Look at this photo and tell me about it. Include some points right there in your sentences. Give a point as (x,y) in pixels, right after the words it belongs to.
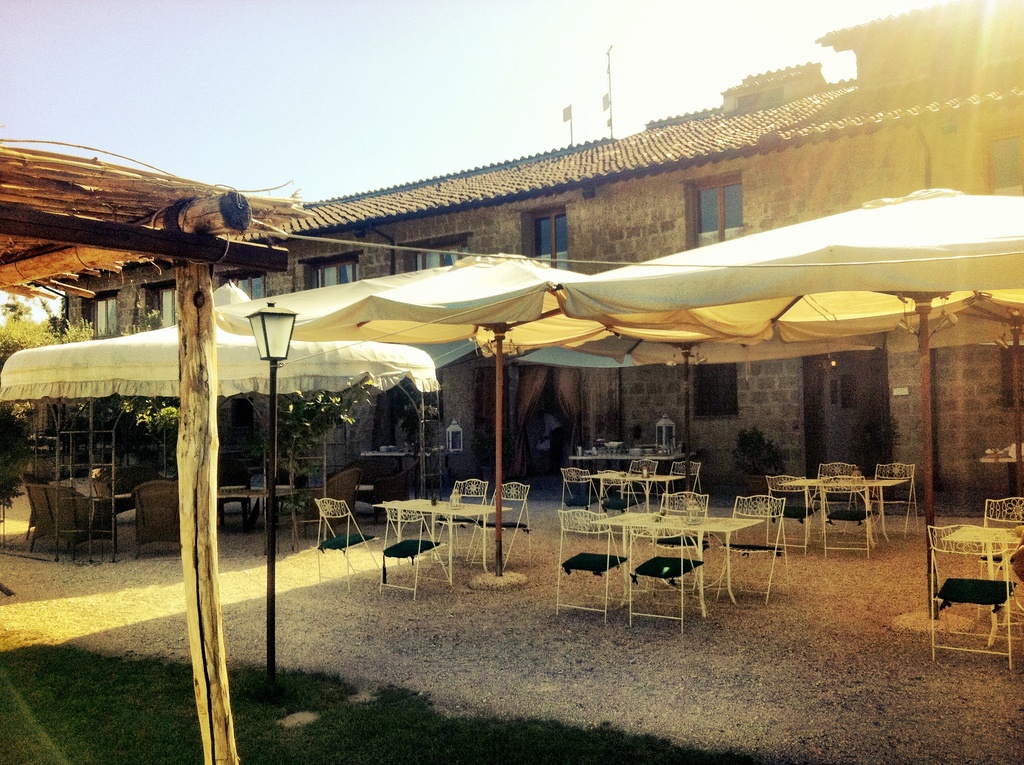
In this image I can see the grass (361,716). I can see some objects (435,496) on the table (424,505). I can see the chairs (470,522). I can also see the plants (299,436). In the background (297,347), I can see the tents (521,302) and a house (634,215) with the windows (323,274). At the top (392,89) I can see the sky (257,82).
